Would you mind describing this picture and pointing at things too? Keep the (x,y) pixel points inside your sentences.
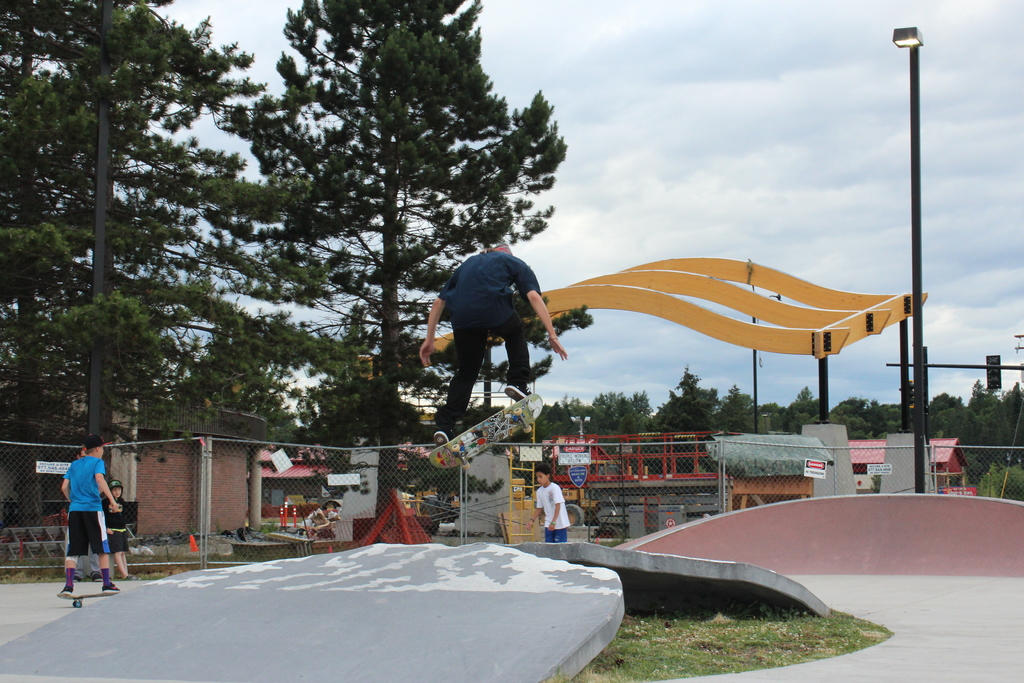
In this image there are a few people (98,517) skating on the ground (399,582). In the center (458,336) there is a man (463,332) jumping. There is a skateboard (476,442) below his feet (437,430). In front of them there is a net (690,484). In the background (212,218) there are trees (974,418), houses (859,440) and street light poles (915,43). At the top (668,57) there is the sky (694,99).
